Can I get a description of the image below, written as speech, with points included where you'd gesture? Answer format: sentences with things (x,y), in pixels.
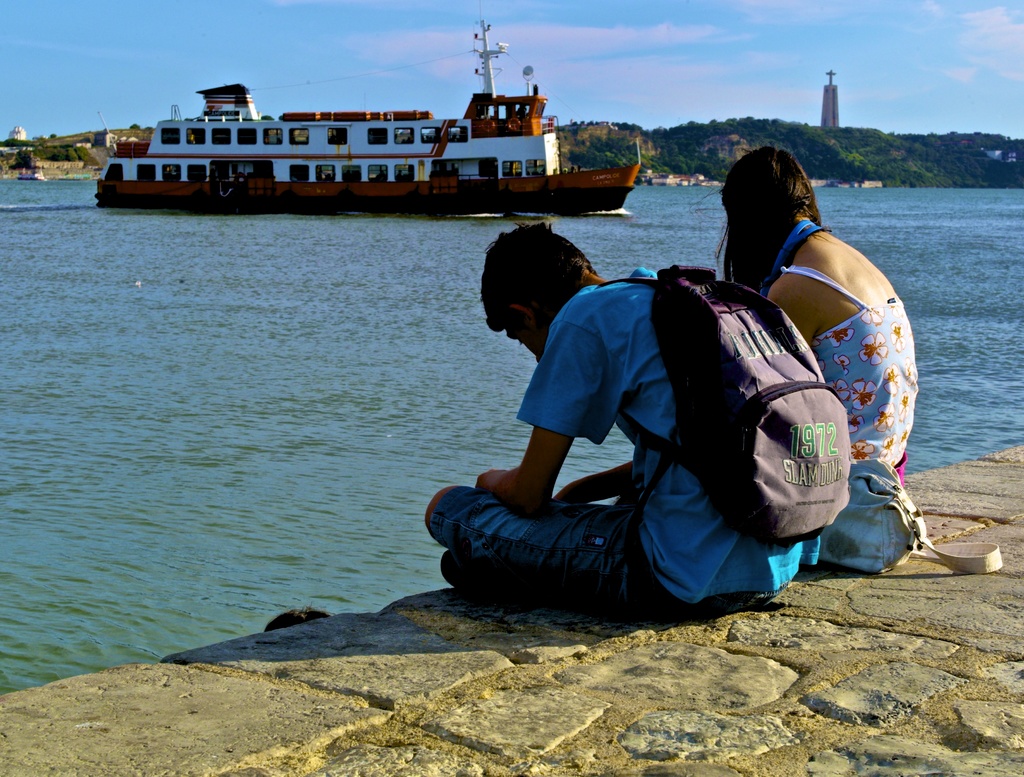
In this image the two person (697,505) sitting and the person (644,295) is wearing a bag (703,394). At the back side (409,139) there is a ship (321,178) and a water (226,390).
